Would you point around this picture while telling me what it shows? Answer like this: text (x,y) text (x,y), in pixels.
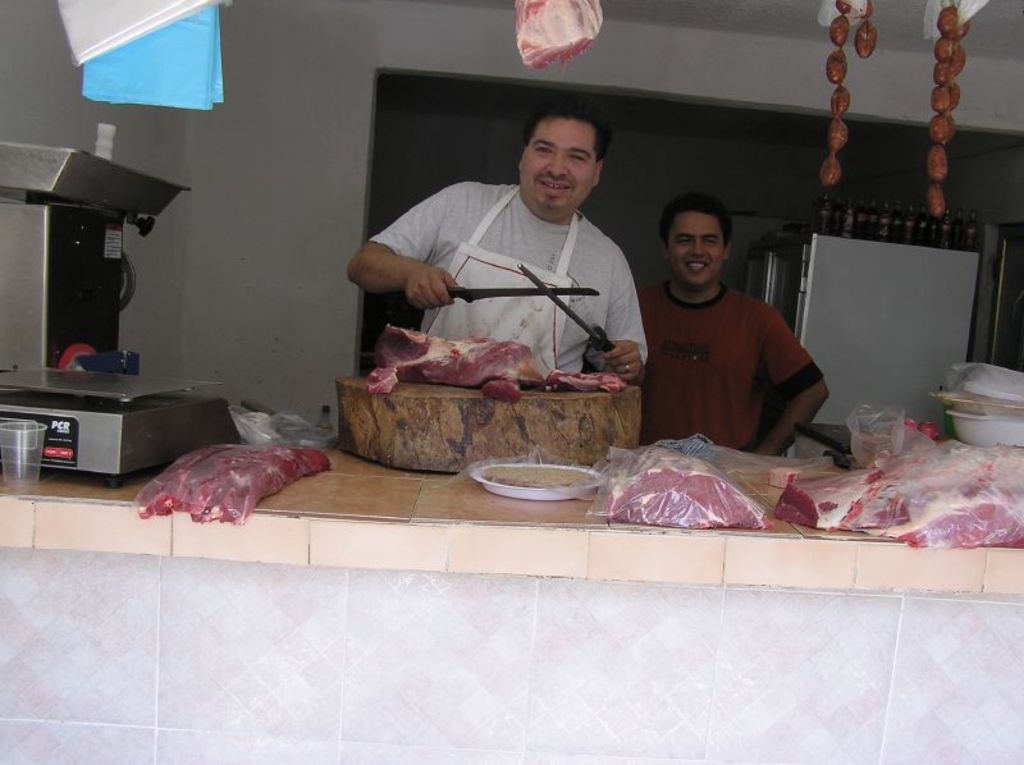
This picture looks like a meat store (611,209), I can see meat (691,501) and couple of them (571,253) standing and a man (564,342) holding couple of knives (609,350) in his hands (429,288) and I can see weighing machine (198,428) on the left side (65,408) and looks like a refrigerator (931,344) in the back (953,326) and I can see meat (589,372) on the tree bark (481,454) and few polythene covers (168,95) hanging.
